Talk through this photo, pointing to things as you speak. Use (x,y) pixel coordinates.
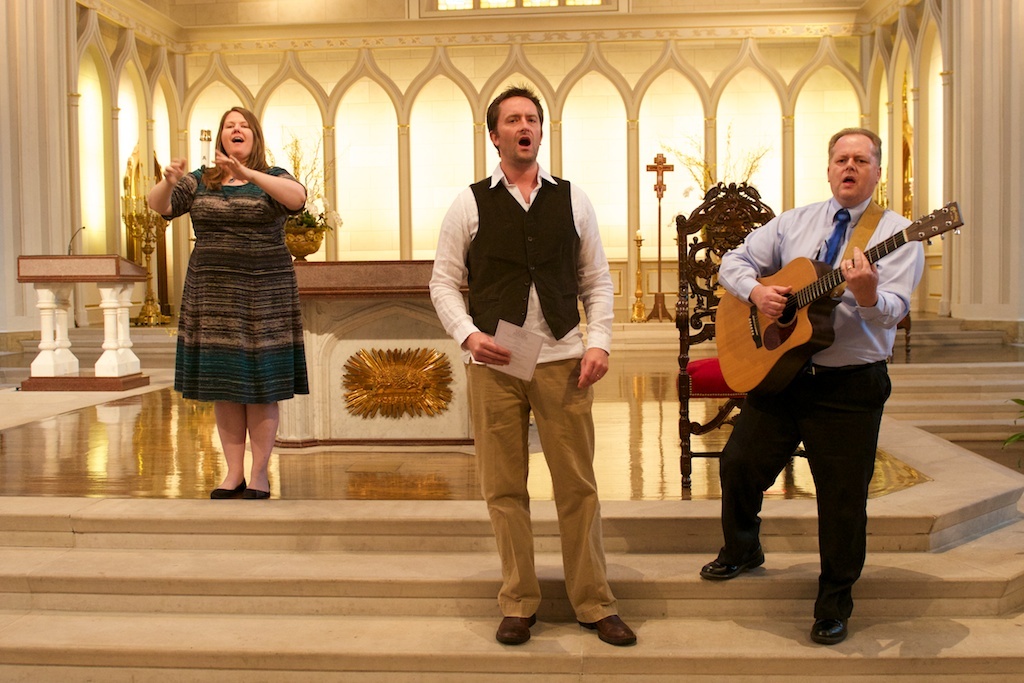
The picture is taken in a closed room (287,529) where at the right corner (789,368) one man (884,299) is standing and playing a guitar (796,358), in the middle (559,385) another person (483,390) is standing and singing a song and behind him one woman (189,341) is standing and wearing a dress (267,259) and behind them there is one podium (389,277) and flower pot (307,206) on the podium (377,269) and chair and big window (84,65) is present on the wall (609,75).
